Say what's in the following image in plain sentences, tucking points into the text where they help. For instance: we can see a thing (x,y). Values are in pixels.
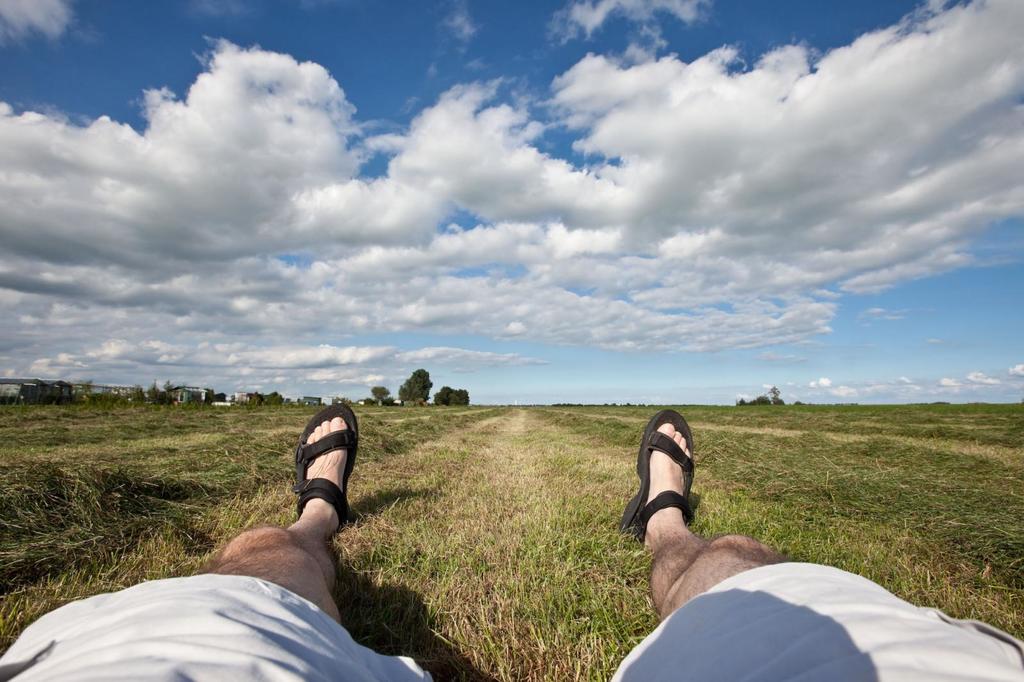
At the bottom (733,536) there is a person (308,630) who is lying on the ground (539,670). He is wearing shorts (262,641) and sandal (298,460). On the right (818,516) we can see farmland (948,542). In the background (210,392) we can see buildings (18,380), trees (407,381) and plants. At the top (650,94) we can see sky (444,68) and clouds (430,127).
